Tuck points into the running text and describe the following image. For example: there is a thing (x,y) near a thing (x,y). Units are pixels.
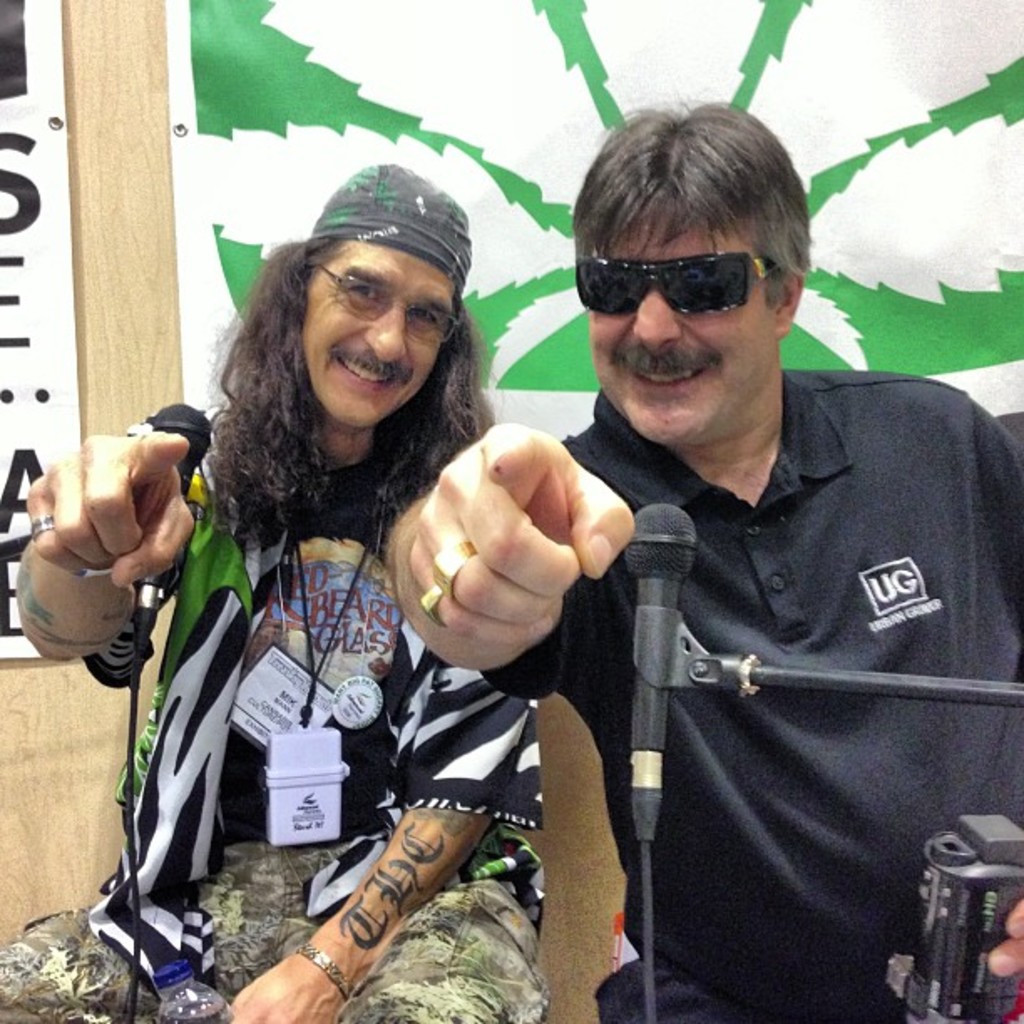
In the center of the image (521,619) we can see two persons (224,959) are sitting and they are smiling, which we can see on their faces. And they are holding some objects (964,938). In front of them, we can see microphones (669,689). In the background (146,121) there is a wall (147,103) and banners (248,256).
